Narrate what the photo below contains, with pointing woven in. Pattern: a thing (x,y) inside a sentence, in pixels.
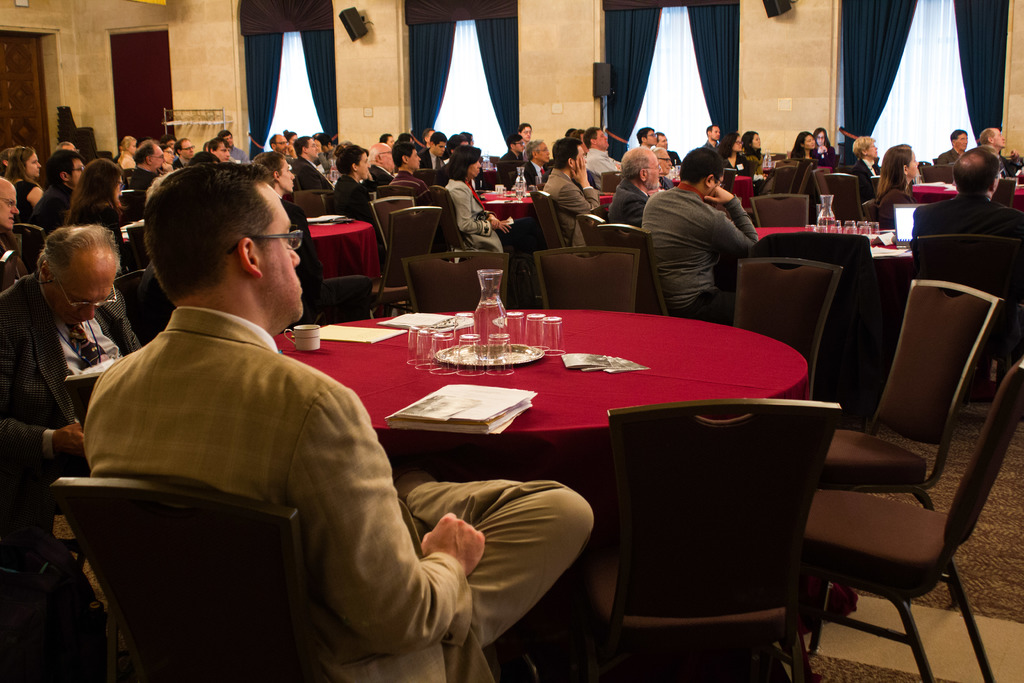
This is the hall (360,101) where we can see the group of people (62,188) sitting on the chairs (25,225) around the tables (555,378) and on tables (538,372) we have some magazines (467,389), glasses (528,325) and cups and in the room (380,117) there are curtains (260,94), speakers (349,27) also.
